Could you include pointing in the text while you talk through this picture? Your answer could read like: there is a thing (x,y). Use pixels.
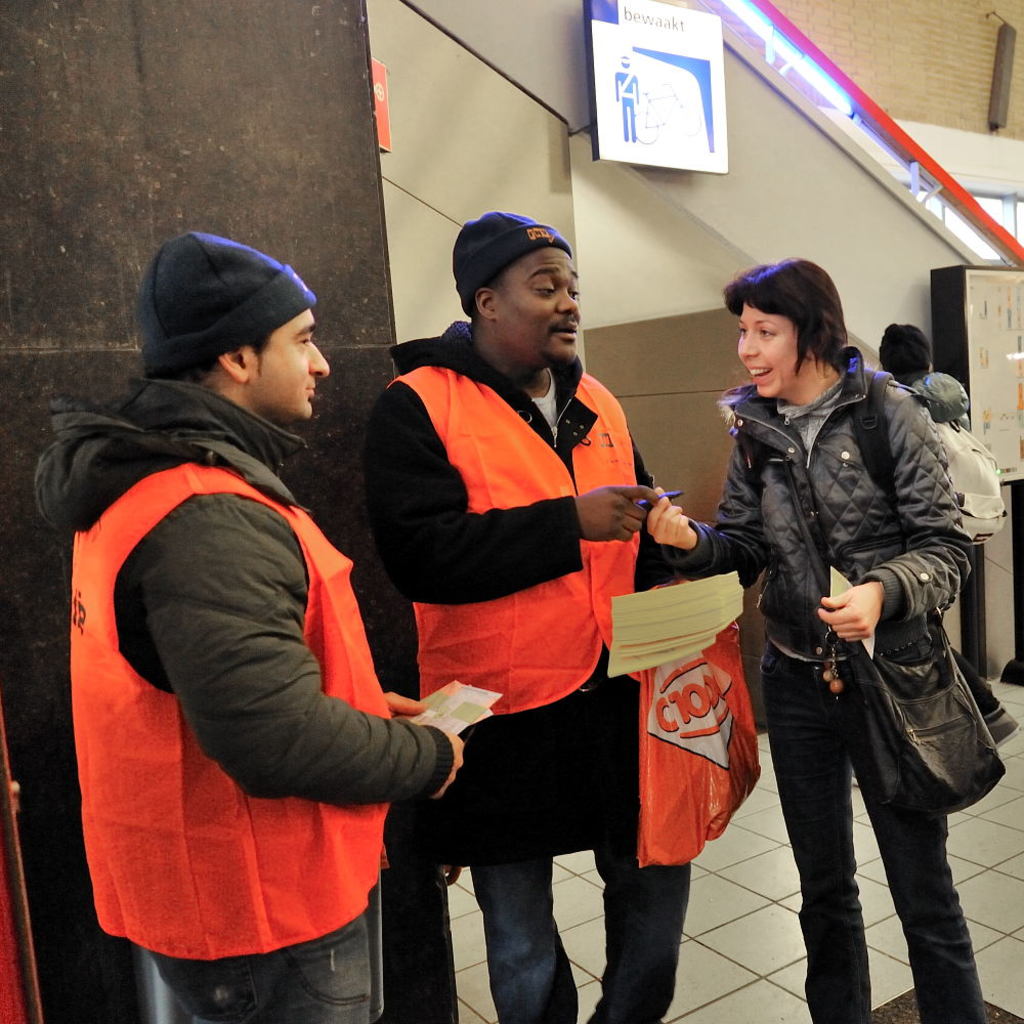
In this image we can see some people (491,792) standing on the floor (560,868) holding some papers (478,715). In that a person (508,794) is carrying a cover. On the backside (497,201) we can see a board (667,10), stairs (658,188) and a wall (693,374).
